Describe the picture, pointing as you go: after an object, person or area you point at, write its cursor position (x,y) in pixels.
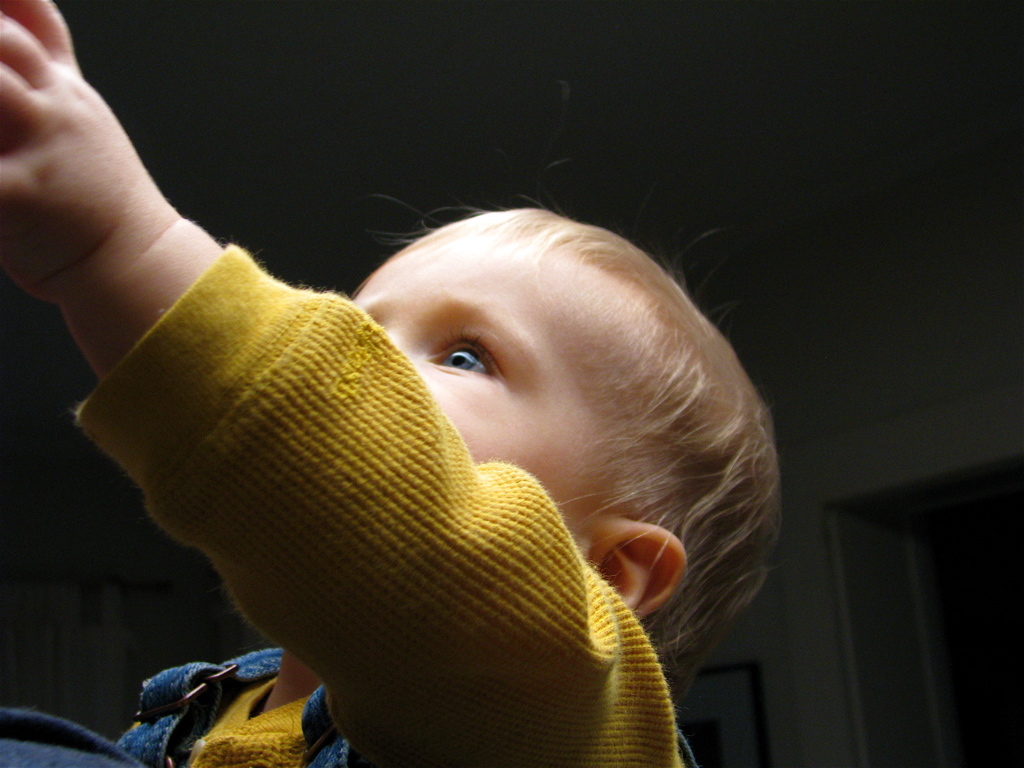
In the image we can see a baby (245,579) wearing clothes (386,691) and the background (836,195) is pale black.
